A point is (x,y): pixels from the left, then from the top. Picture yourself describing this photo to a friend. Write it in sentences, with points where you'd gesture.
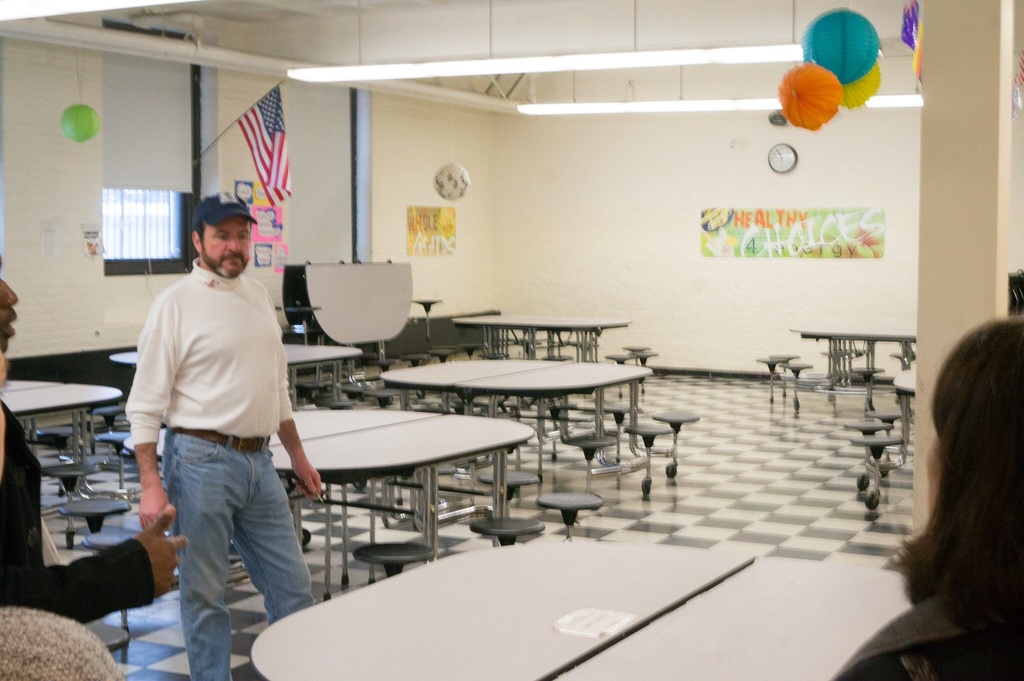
This image is clicked in a room (708,458) where there are so many tables (599,553) and stools (591,467). There is a flag (270,119) on the top side (277,132), there are lights (794,59) on the top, there are decorative items (834,93) on the right side (882,65) and left side (82,135). There are people (165,351) standing. In this image the one who is standing on the left side (175,425) is wearing a white color shirt (223,411) and blue jeans (258,523). There is a poster (821,216) attached to a wall (839,274) and there is a clock (783,149) on the wall (774,190).
